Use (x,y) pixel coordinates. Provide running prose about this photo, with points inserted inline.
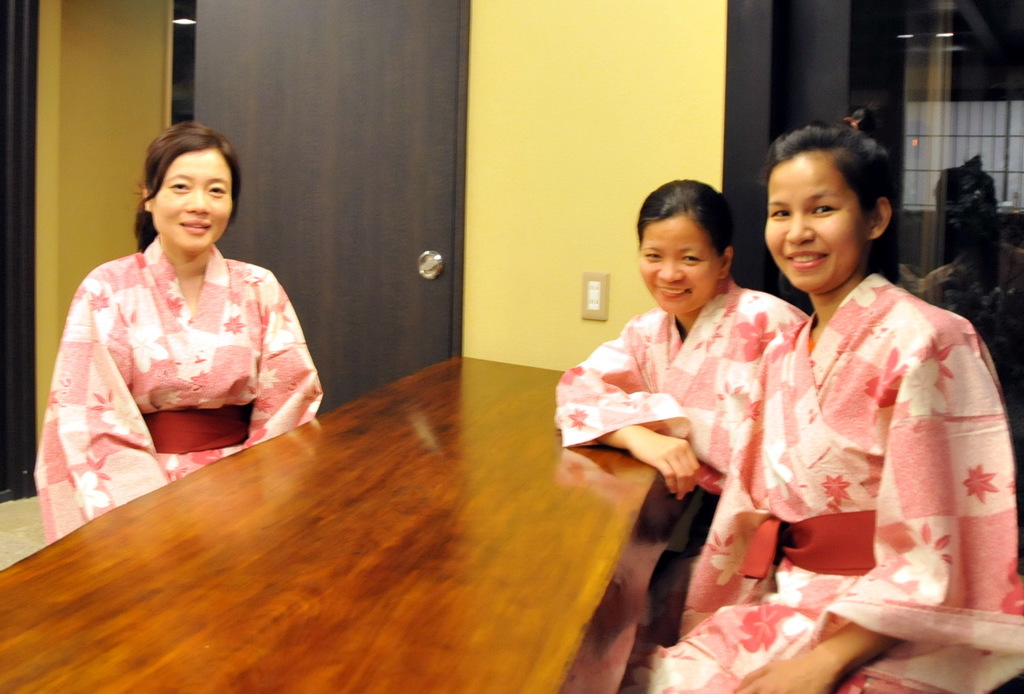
In this image In the middle (437,446) there is a table (640,482). On the right (815,407) there are two women (800,404) they are smiling they wears a dress (805,449). On the left (171,366) there is a woman (178,330) her hair (157,232) is short she is smiling. In the background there is a wall (555,158), door (329,159) and glass (957,127).
